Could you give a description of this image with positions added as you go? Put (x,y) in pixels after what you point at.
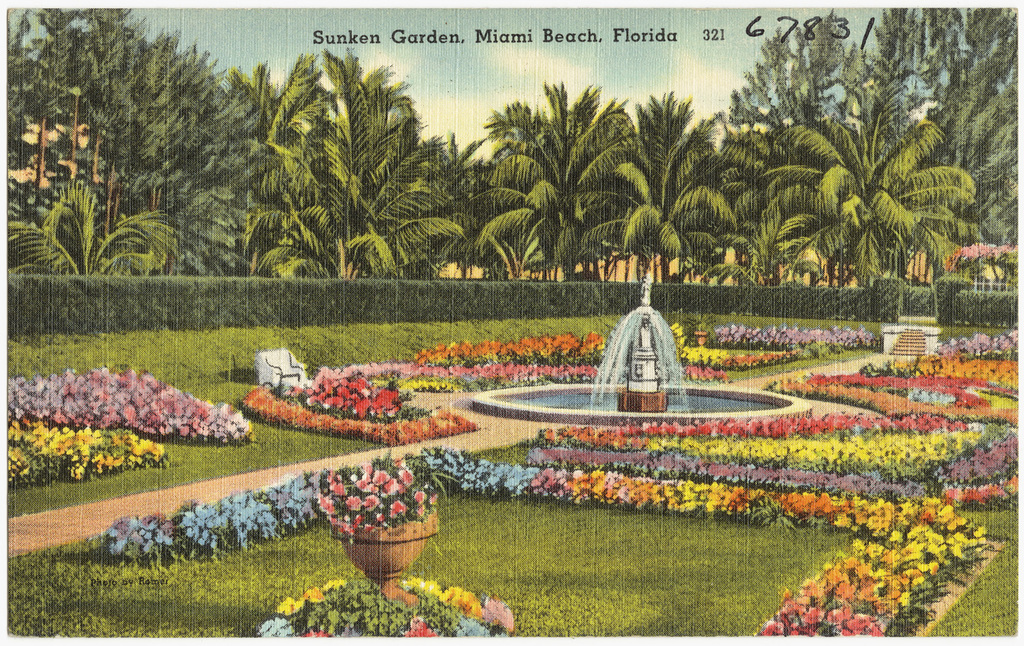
In this picture we can see plants (770,483), flowers (772,438), grass (211,469), and a fountain (689,394). In the background (457,200) there are trees (744,201) and sky (457,73).
